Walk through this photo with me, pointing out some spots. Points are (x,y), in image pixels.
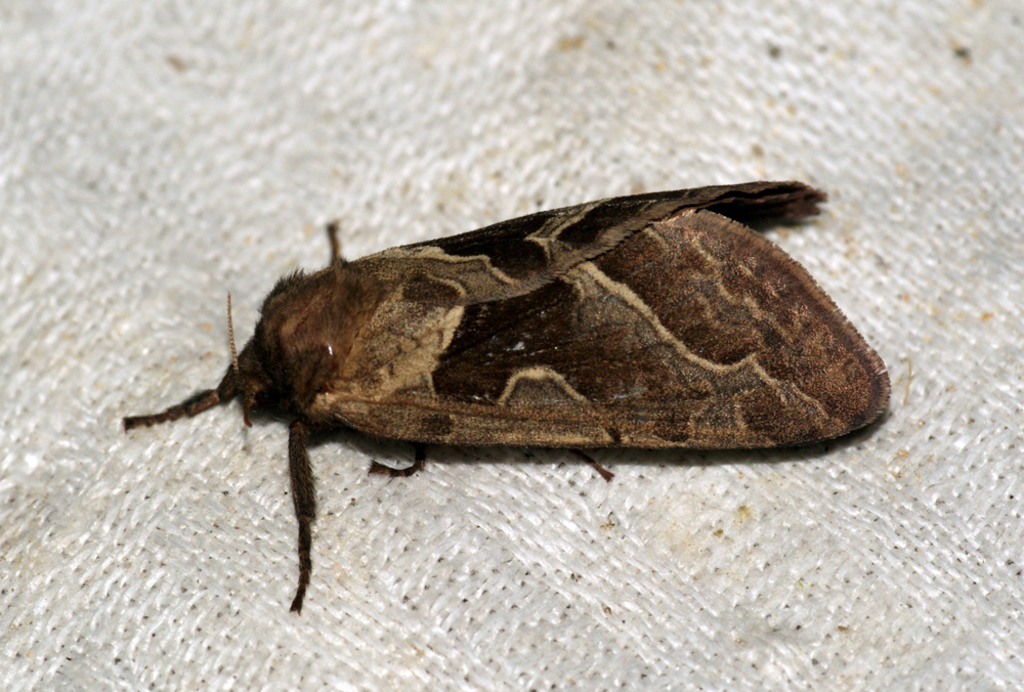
In this image I can see an insect (417,451) which is in brown and cream color and the insect (679,401) is on the cream color surface (512,607).
